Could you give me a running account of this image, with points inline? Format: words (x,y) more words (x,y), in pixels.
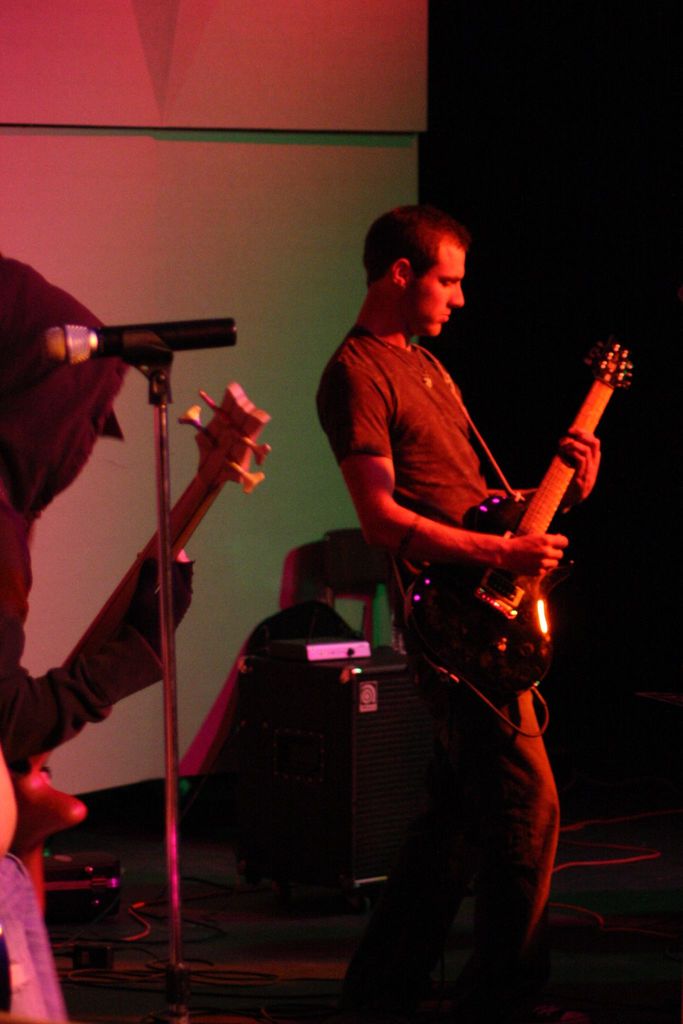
In this picture we can see few people (52,689) are playing musical instruments (477,648) and also we can see a microphone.
